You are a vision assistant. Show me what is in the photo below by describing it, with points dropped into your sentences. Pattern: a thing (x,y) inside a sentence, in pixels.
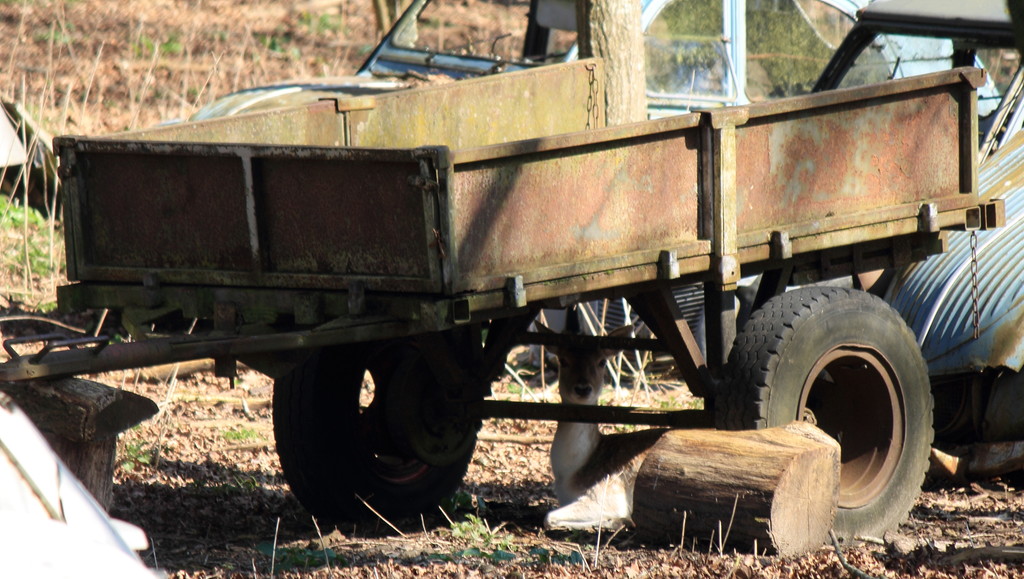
In this image I can see vehicles (426,313) on the ground (520,492), wood (790,516), animal (631,467), grass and plants (623,51). This image is taken may be during a day.
